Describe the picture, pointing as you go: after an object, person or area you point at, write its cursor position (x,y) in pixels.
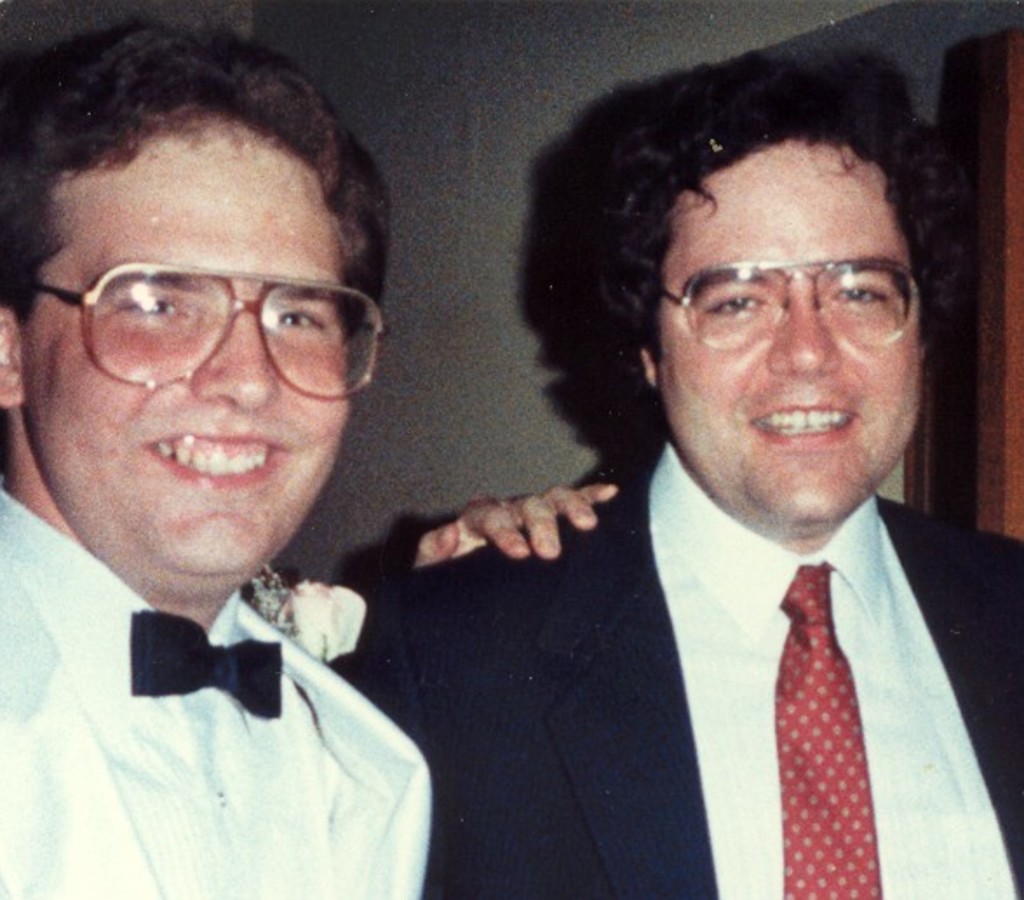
In the foreground of this image (307,718), there is a man (232,741) on the left (109,683) having smile (204,460) on his face (200,473) and also another man (884,701) wearing suit (578,655) is on the right (982,666) and there is a hand (538,520) on him. In the background (519,188), there is a wall (519,238).
